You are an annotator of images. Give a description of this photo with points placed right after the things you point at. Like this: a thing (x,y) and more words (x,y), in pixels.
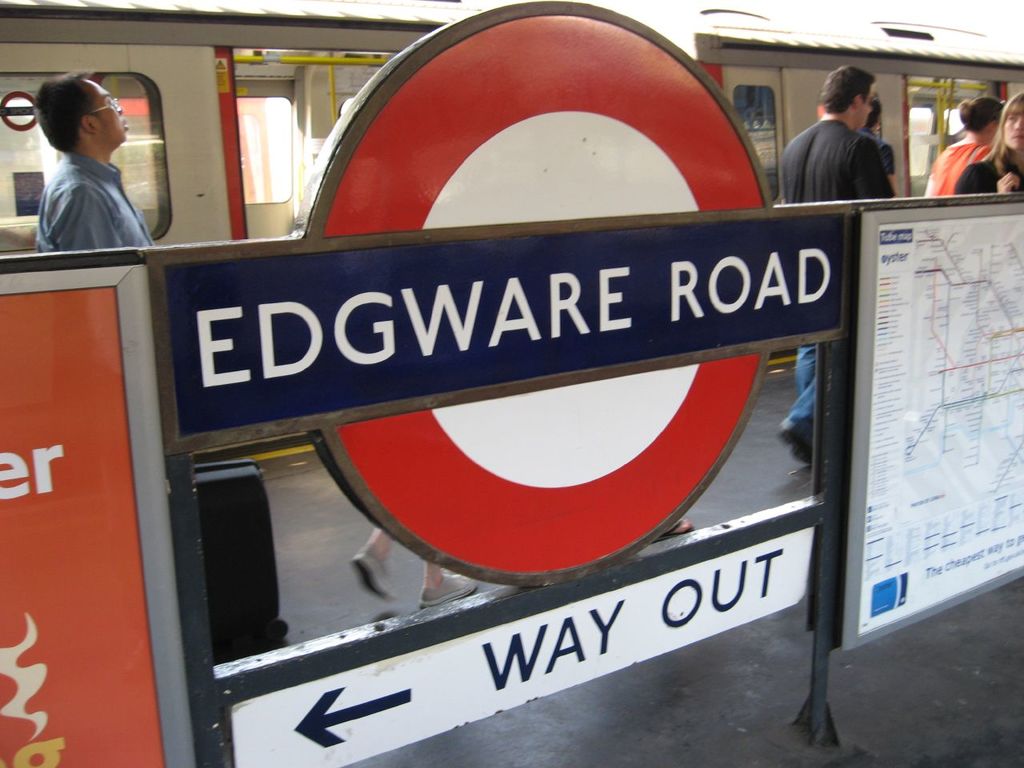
In this image I can see people (850,128) and a train (172,212). Here I can see a board (517,472), on the board (872,499) I can see a map (897,446) and something written on it.
